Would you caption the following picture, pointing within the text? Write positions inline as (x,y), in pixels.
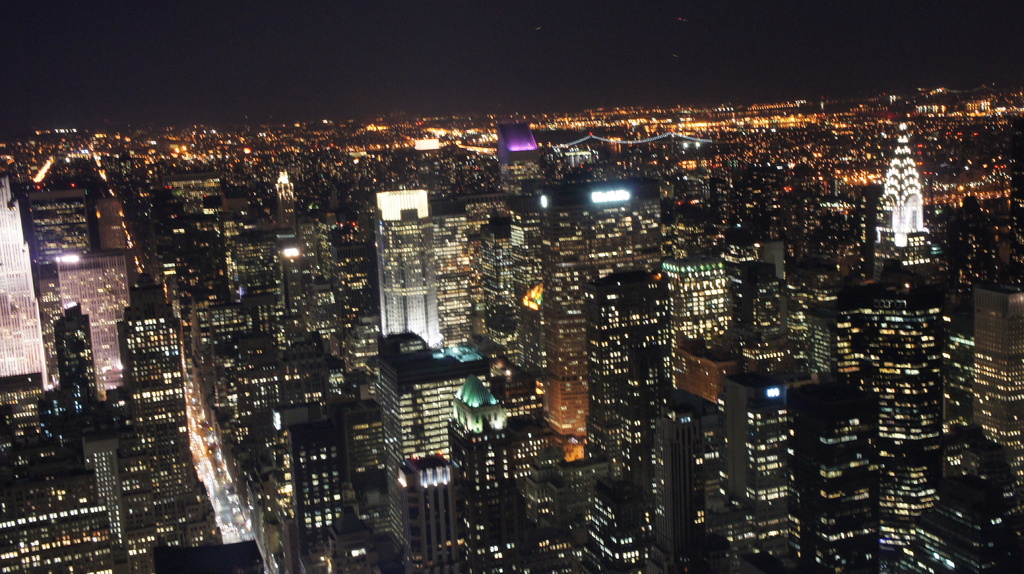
In this picture we can see the top view of the city (409,240) with many buildings (622,305) and lights (74,509).
